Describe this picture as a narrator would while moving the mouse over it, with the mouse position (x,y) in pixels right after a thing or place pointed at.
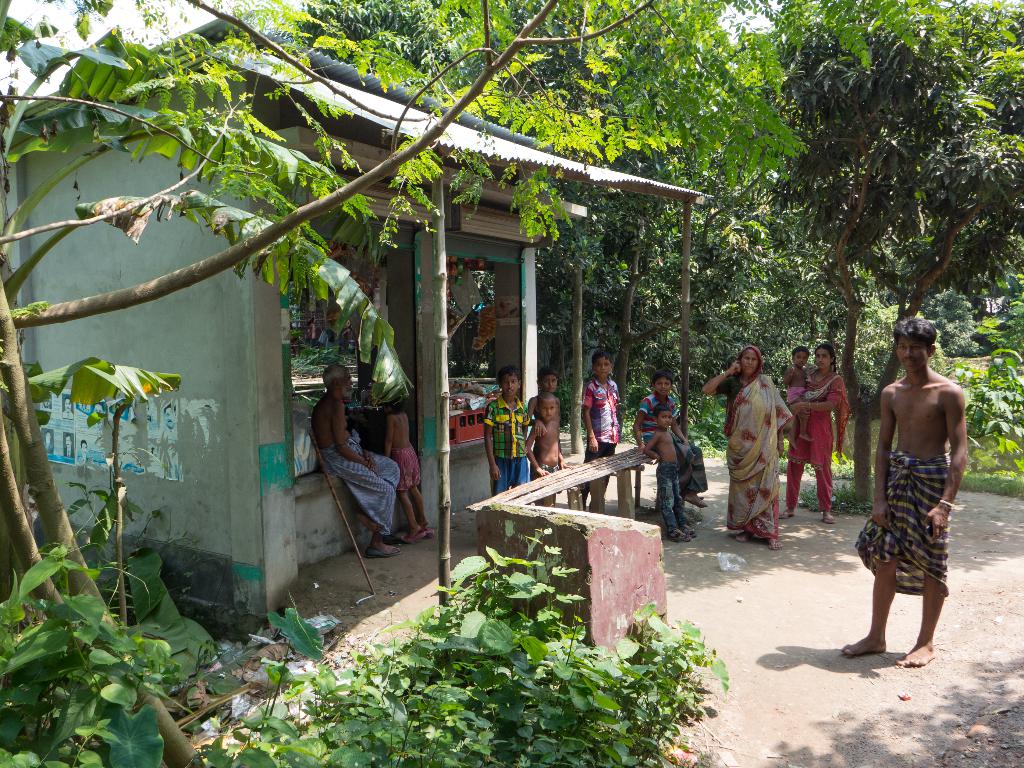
In this picture we can see a group of men (934,417) and women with small children (596,427), standing in the front (543,435) and looking to the camera. Behind we can see the shops (306,448) and some trees (566,332) in the background (452,304).
